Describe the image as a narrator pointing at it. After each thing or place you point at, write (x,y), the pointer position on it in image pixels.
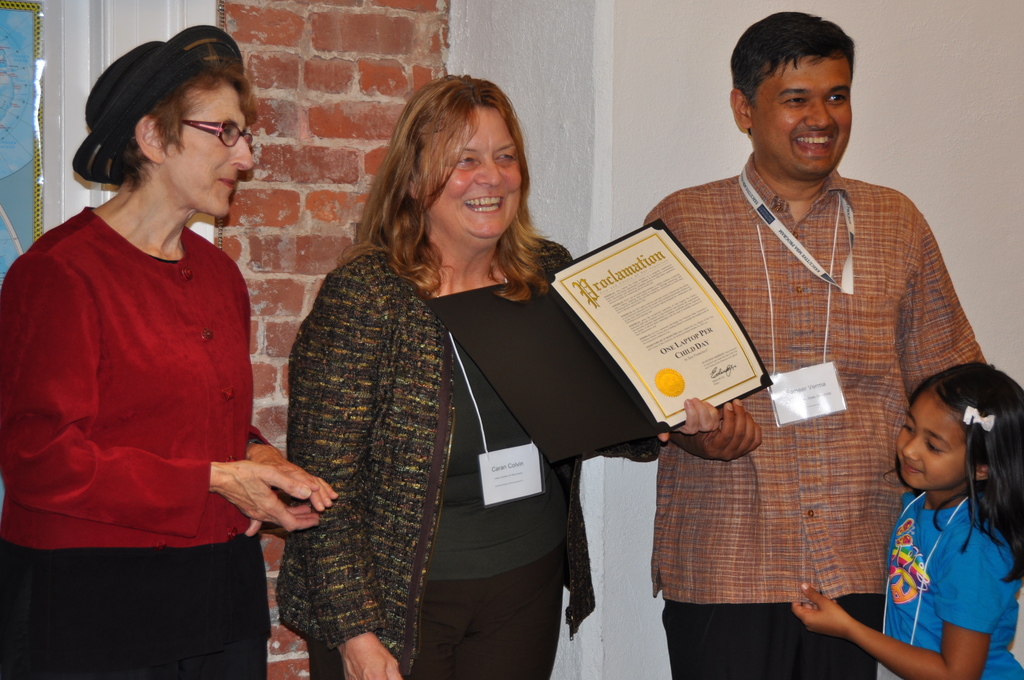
On the left side (127,333) there is a lady (112,239) wearing a specs (207,129) and hat (121,85). There are other two persons (716,453) holding a file (628,386) with papers (645,356). They are wearing tags (780,410). Also a child (949,498) is wearing a tag (933,547) in the right side (911,557). In the back (641,83) there is a white wall (592,54) and a brick wall (342,66).
